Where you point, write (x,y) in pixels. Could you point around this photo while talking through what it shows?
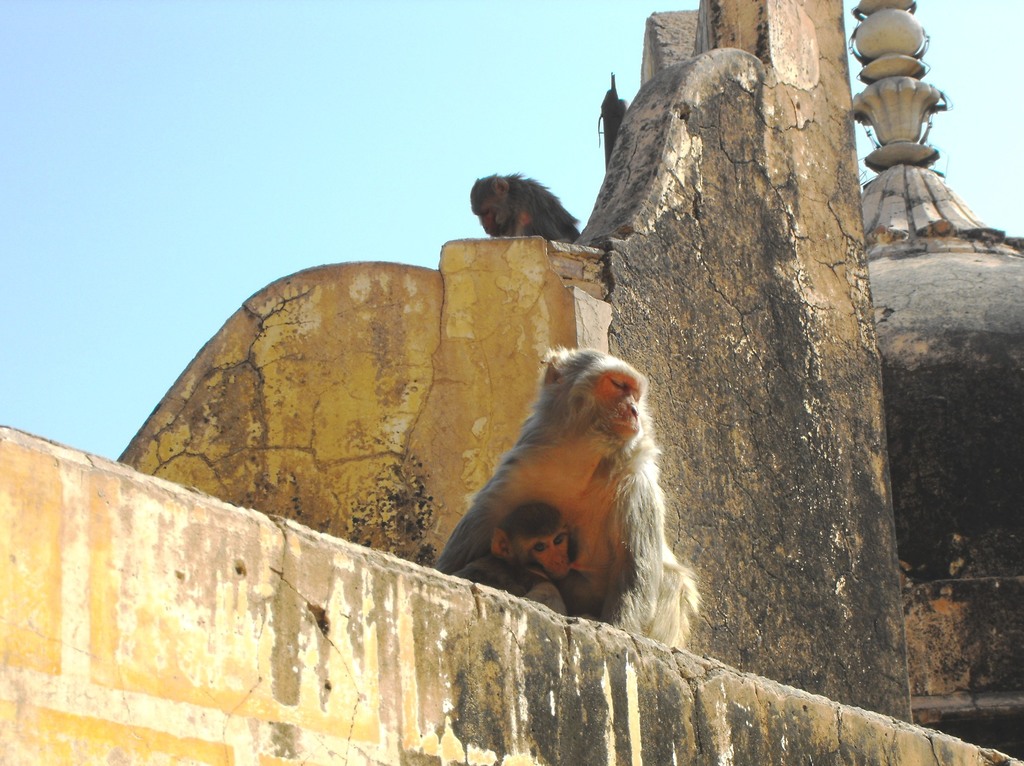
In this image I can see a monkey (573,513) which is orange and ash in color is sitting and holding a baby monkey (540,557). In the background (296,419) I can see a building (410,367), a monkey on the building (492,256) and the sky (291,83).
